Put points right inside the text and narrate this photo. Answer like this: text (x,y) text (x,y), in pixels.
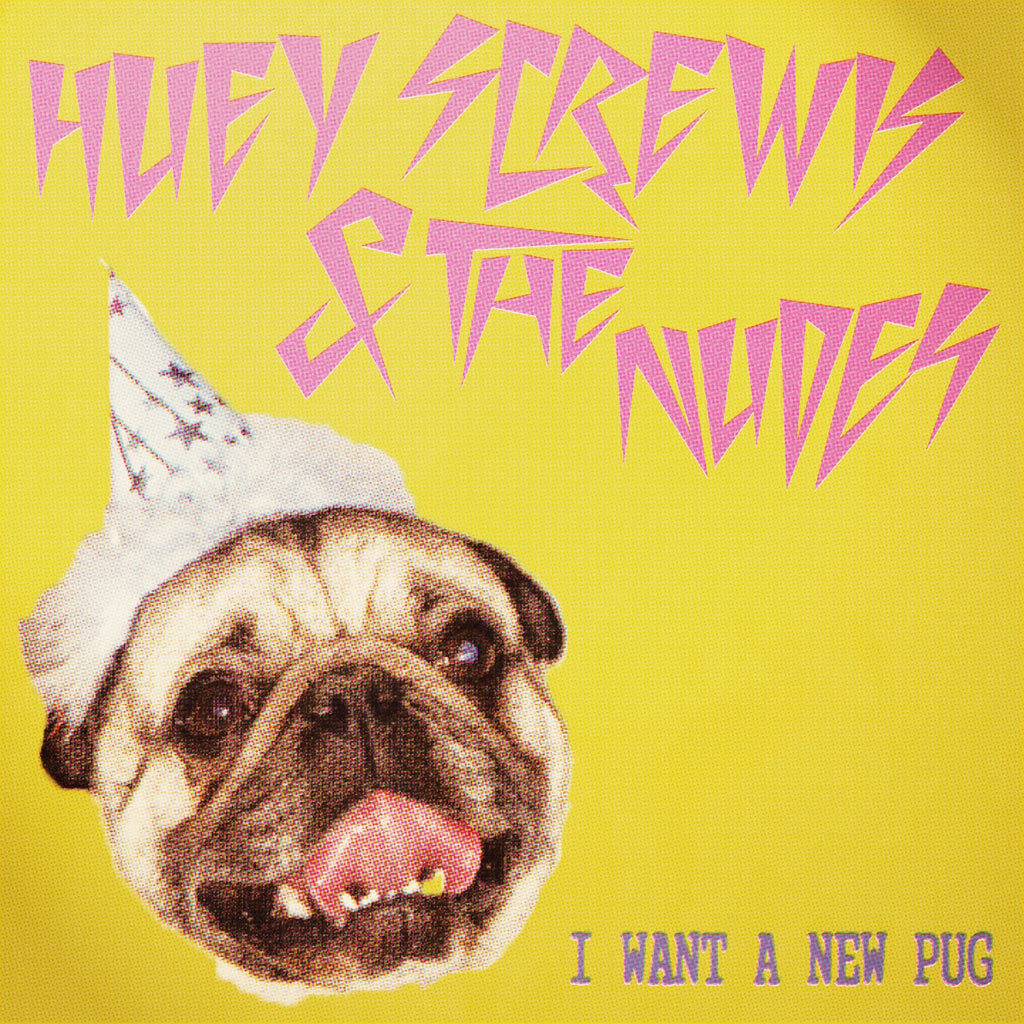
In this image we can see one yellow color poster (749,307) with some text (790,952) and one dog face (273,626) with a birthday cap (117,348).
